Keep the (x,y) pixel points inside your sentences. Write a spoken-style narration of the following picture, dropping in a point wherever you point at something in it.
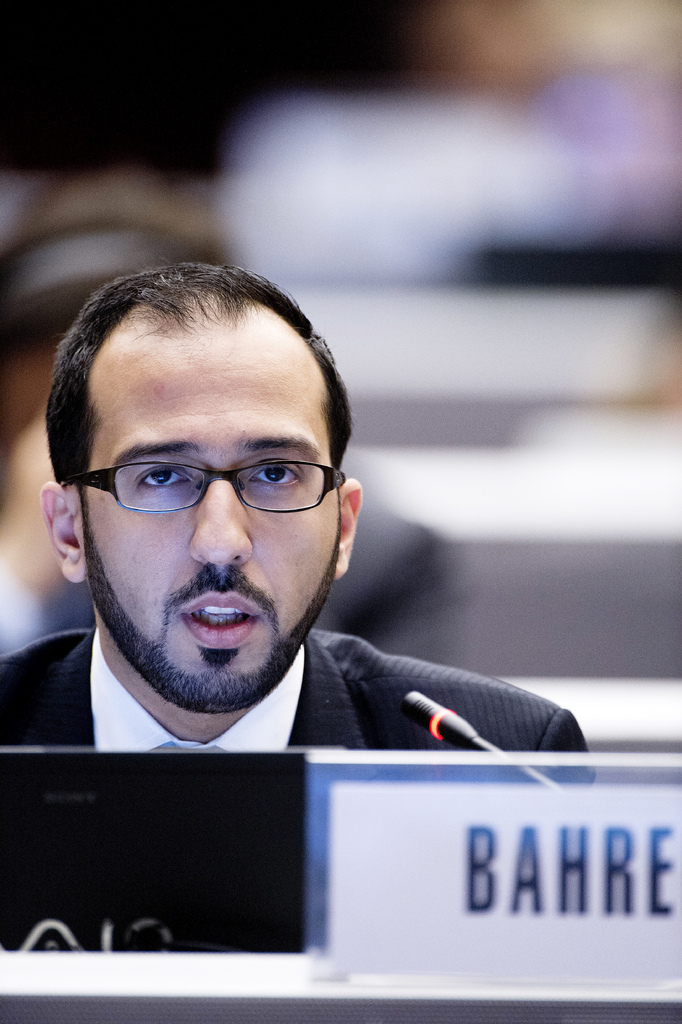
In this image in the foreground (158,551) there is one person (192,628) who is talking, and in front of him there might be a laptop (209,808) and there is a mike (419,721) and name board (543,827). On the board (603,805) there is text (625,868) and there is blurry background (489,301).
